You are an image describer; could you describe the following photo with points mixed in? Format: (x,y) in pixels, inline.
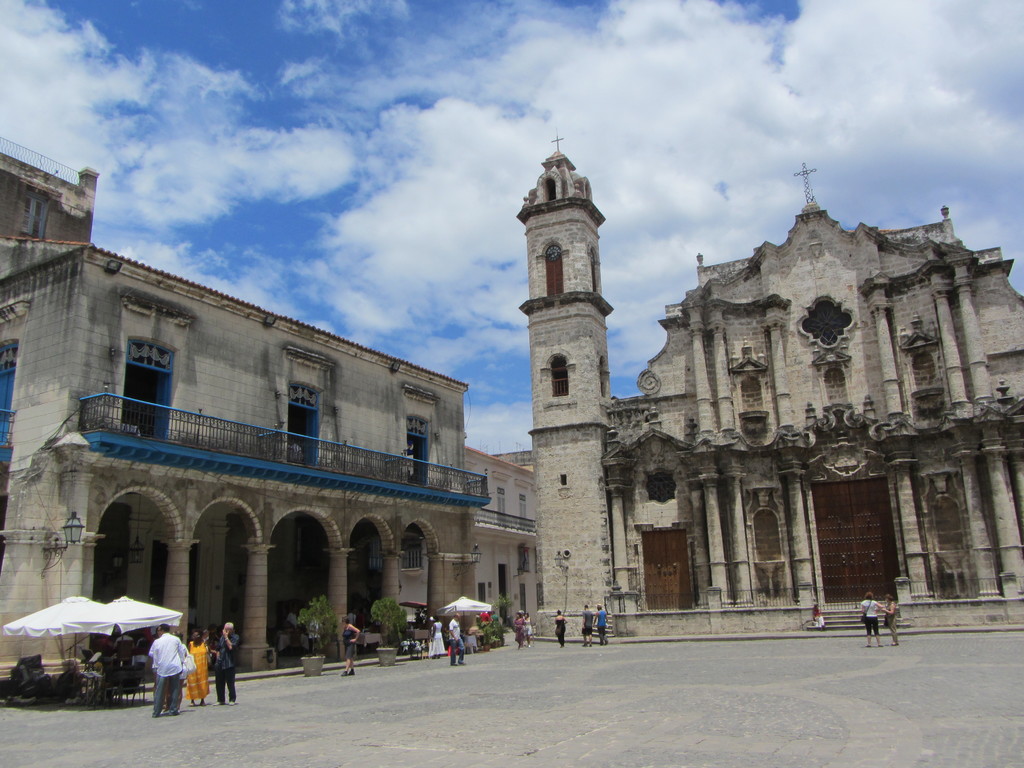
There is a big church (800,438) and beside the church (561,512) there is a building (313,468), many people (587,619) are visiting the church (701,533) and there is a huge open land (551,672) in front of the church (552,621).
